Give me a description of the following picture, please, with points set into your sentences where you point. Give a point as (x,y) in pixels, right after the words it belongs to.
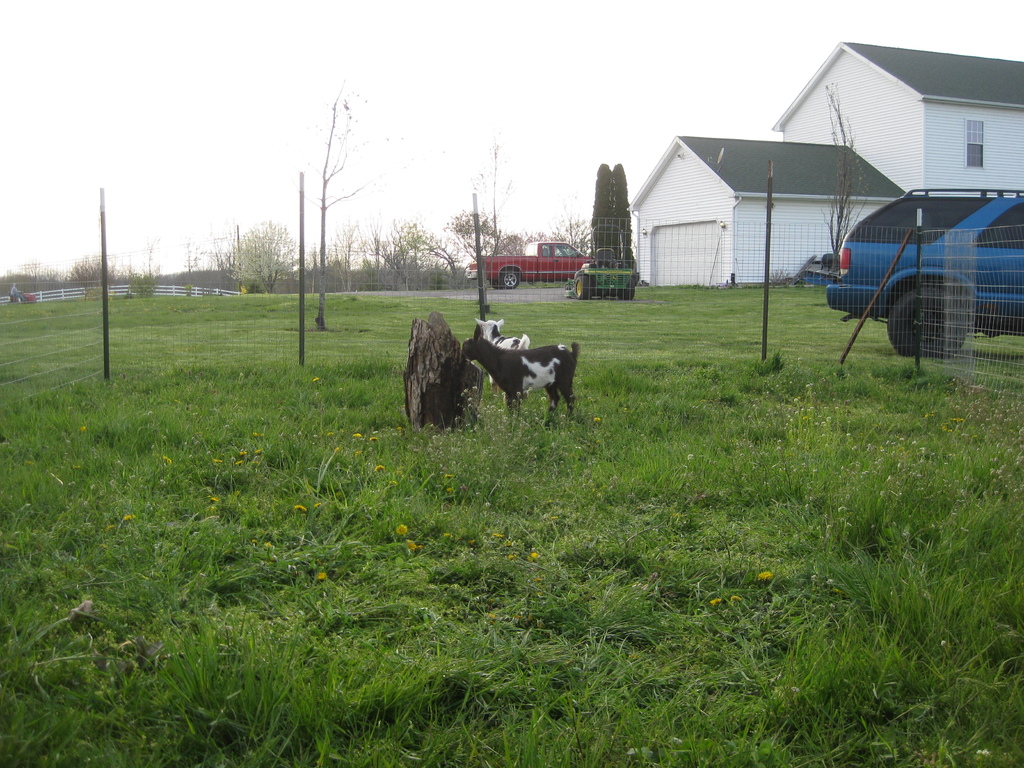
In the image there are two goats (509,381) standing on the grassland (387,583) and behind it there is fence (662,289) followed by a building (885,156) on the right side (885,126) with trucks (495,261) and trees (611,234) in front of it and above its sky (234,88).
